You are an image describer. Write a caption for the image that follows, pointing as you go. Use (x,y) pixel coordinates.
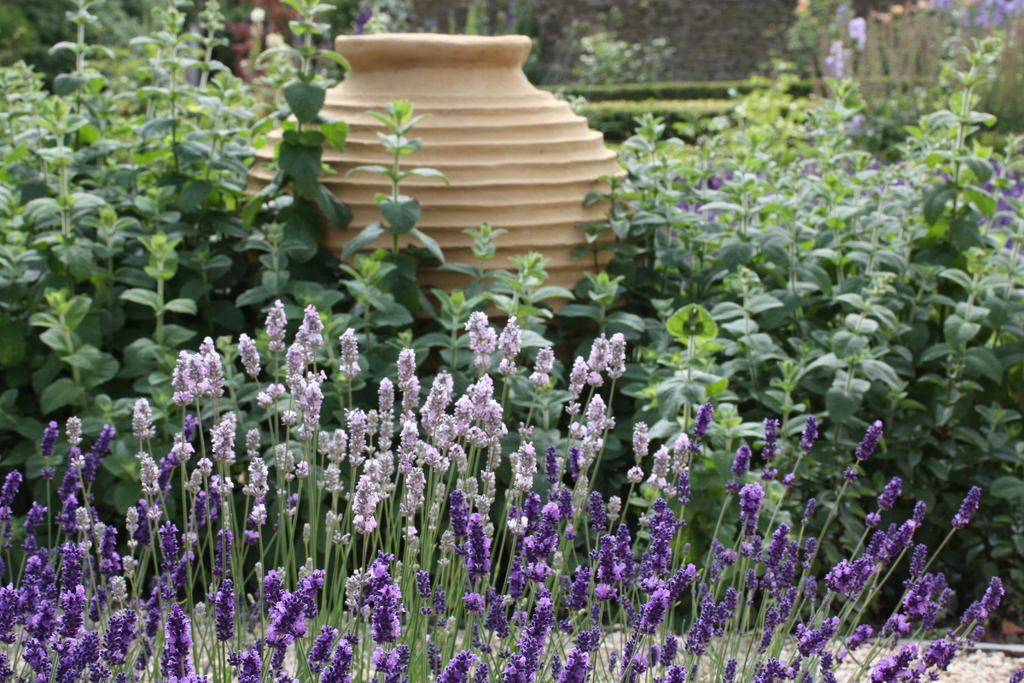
In the picture, there is a beautiful greenery (722,418) with lavender and purple color flowers (486,525) and there is a pot (377,121) in between the plants (338,57).
